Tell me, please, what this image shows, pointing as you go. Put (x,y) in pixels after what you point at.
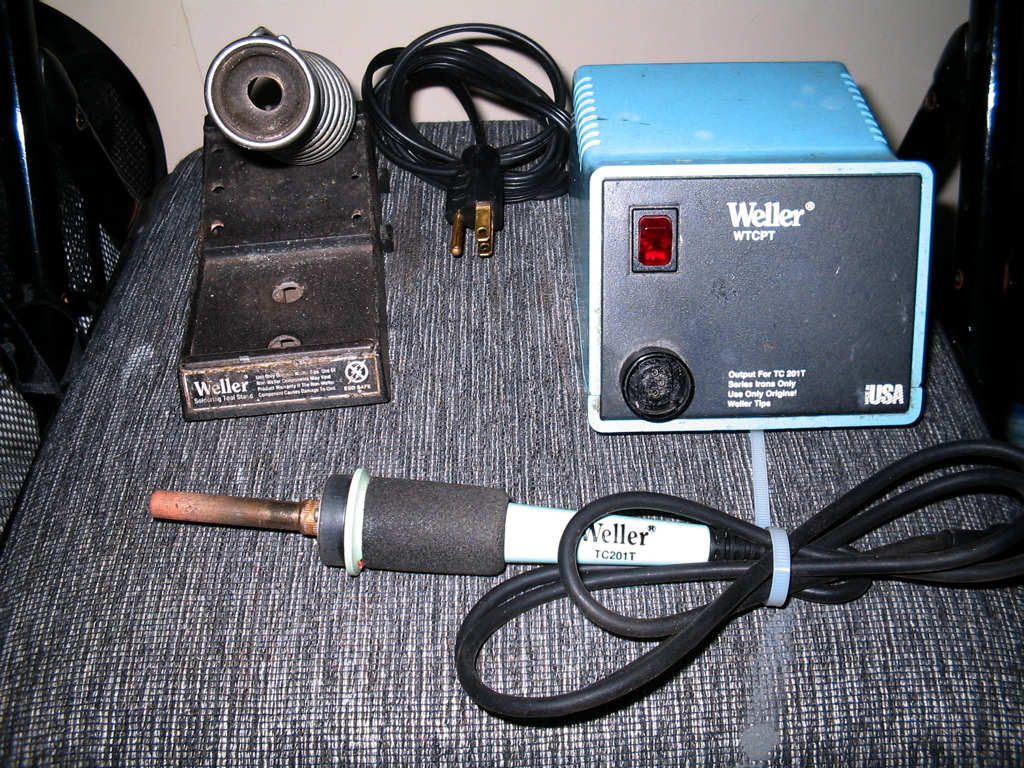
In this image, we can see a table (96,531), on that table (835,634) there is a black and blue color object (592,170), there is an electric object (408,520) on the table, there is a black color cable (400,139) on the table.
